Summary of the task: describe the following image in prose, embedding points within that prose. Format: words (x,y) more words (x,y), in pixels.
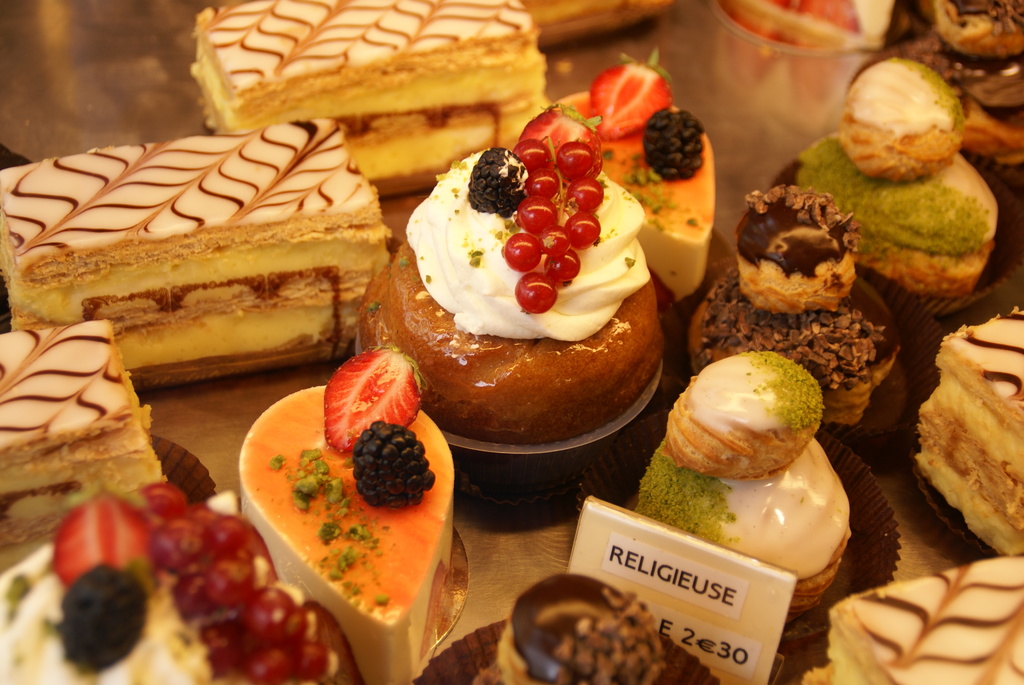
In this image I can see cakes (123,408), bread puddings (602,419) and pastries (682,528) may be kept on a table (735,167). This image is taken may be in a shop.
